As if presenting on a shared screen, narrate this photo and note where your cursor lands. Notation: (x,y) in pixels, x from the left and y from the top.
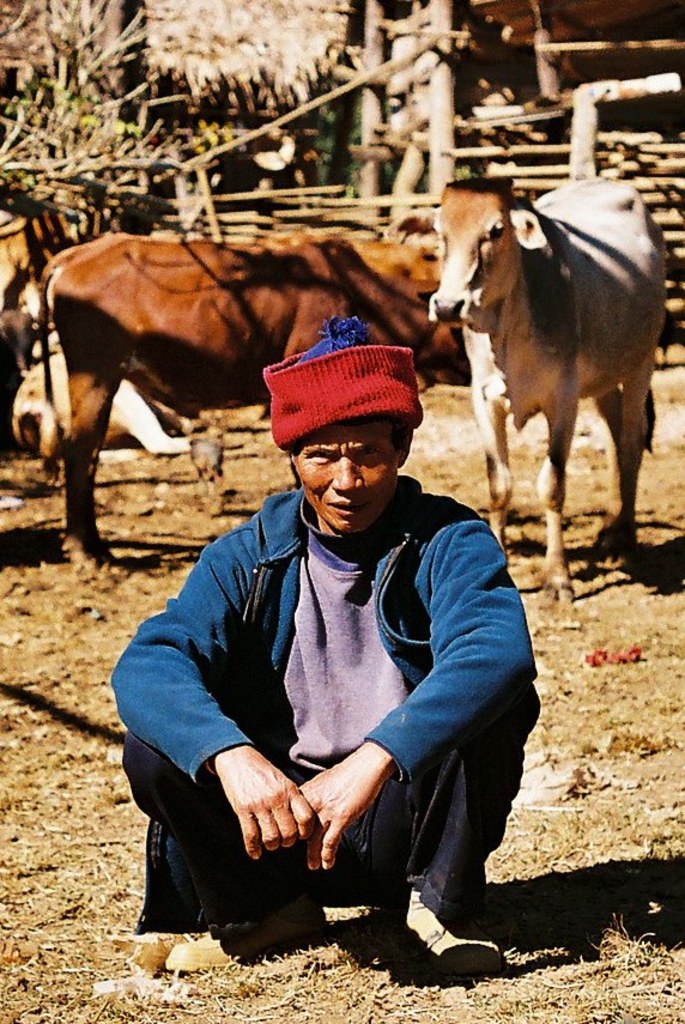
As we can see in the image there are different colors of cows (267,309), huts (507,7) and a person (406,660) sitting in the front (345,638).
